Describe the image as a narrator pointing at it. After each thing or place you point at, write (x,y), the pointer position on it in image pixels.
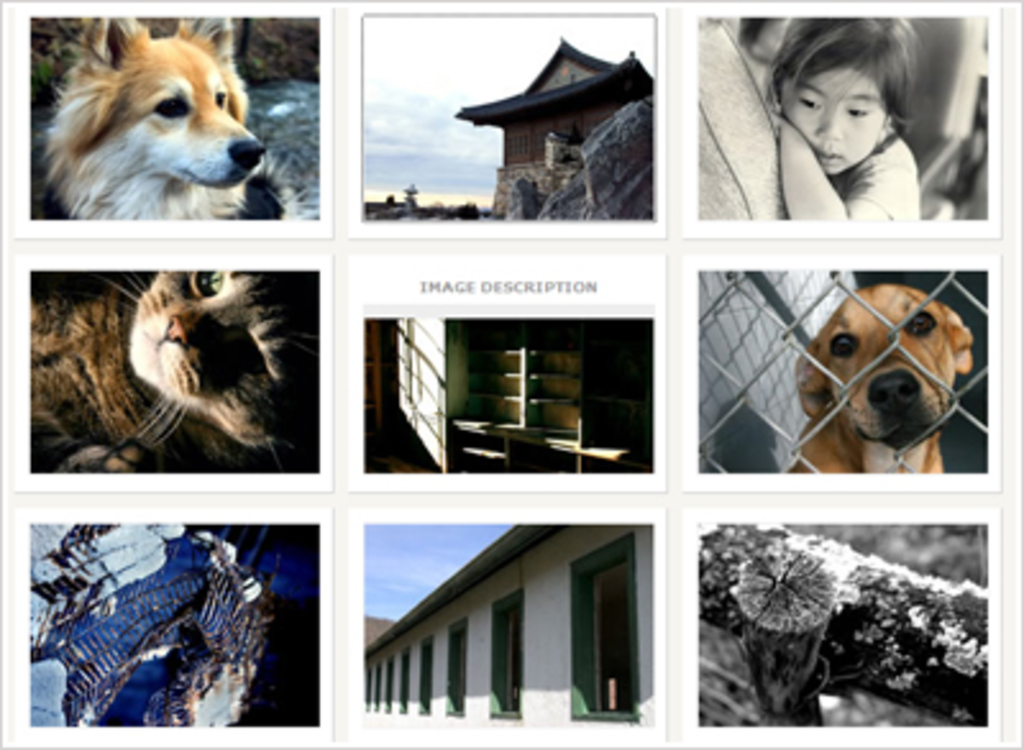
This image is a collage. In this images we can see dogs (150,78), cat (132,338), buildings (561,652), girl (816,69), sky (460,107) and shelf (574,383). There is a log (798,612).
